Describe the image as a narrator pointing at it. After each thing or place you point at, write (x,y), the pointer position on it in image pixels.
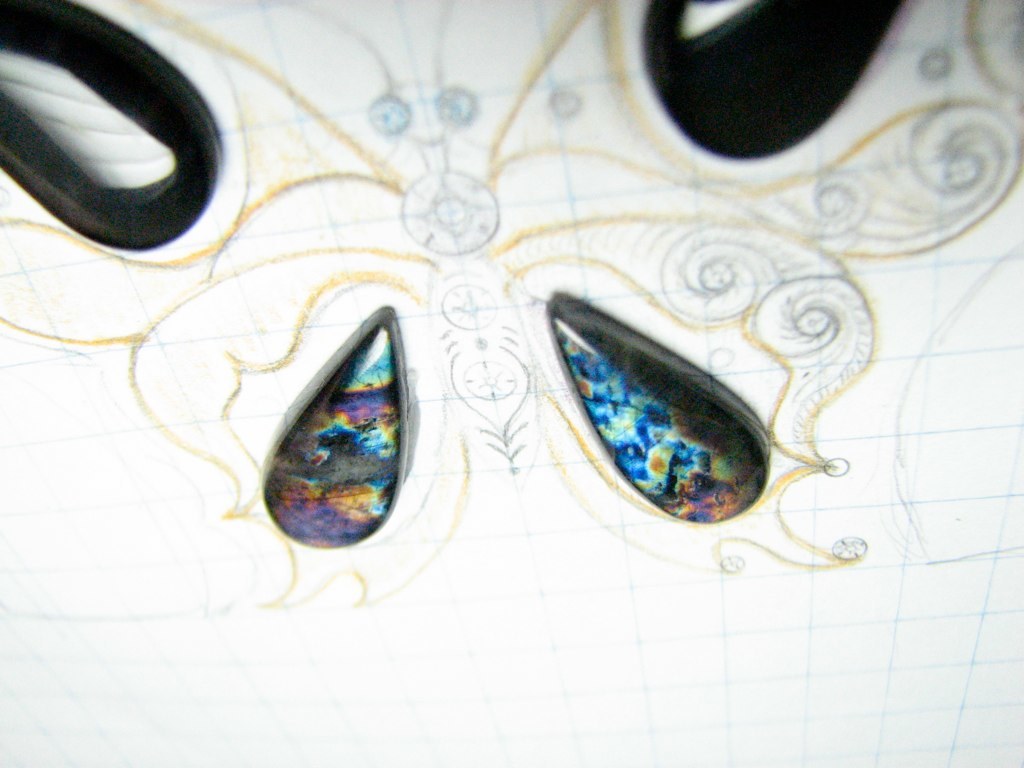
Here I can see a drawing (540,242) and few stones (92,187) on a white paper (538,641).
